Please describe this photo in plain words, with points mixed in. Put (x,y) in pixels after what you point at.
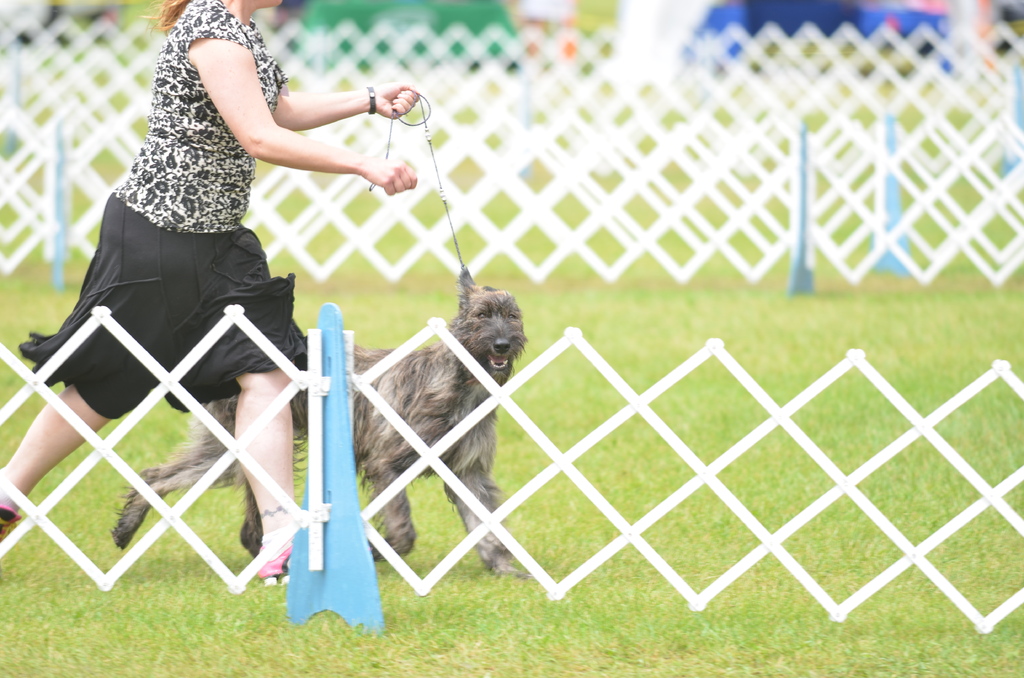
In the left top (242,97), a woman (263,534) is walking and holding a dog's chain (455,236) in her hand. Below that a dog (480,310) is there light brown in color. In both side top and bottom fences (798,522) are there white in color. In the middle (609,309) bottom, the grass (877,596) is visible. This image is taken during day time in the ground (656,581).
